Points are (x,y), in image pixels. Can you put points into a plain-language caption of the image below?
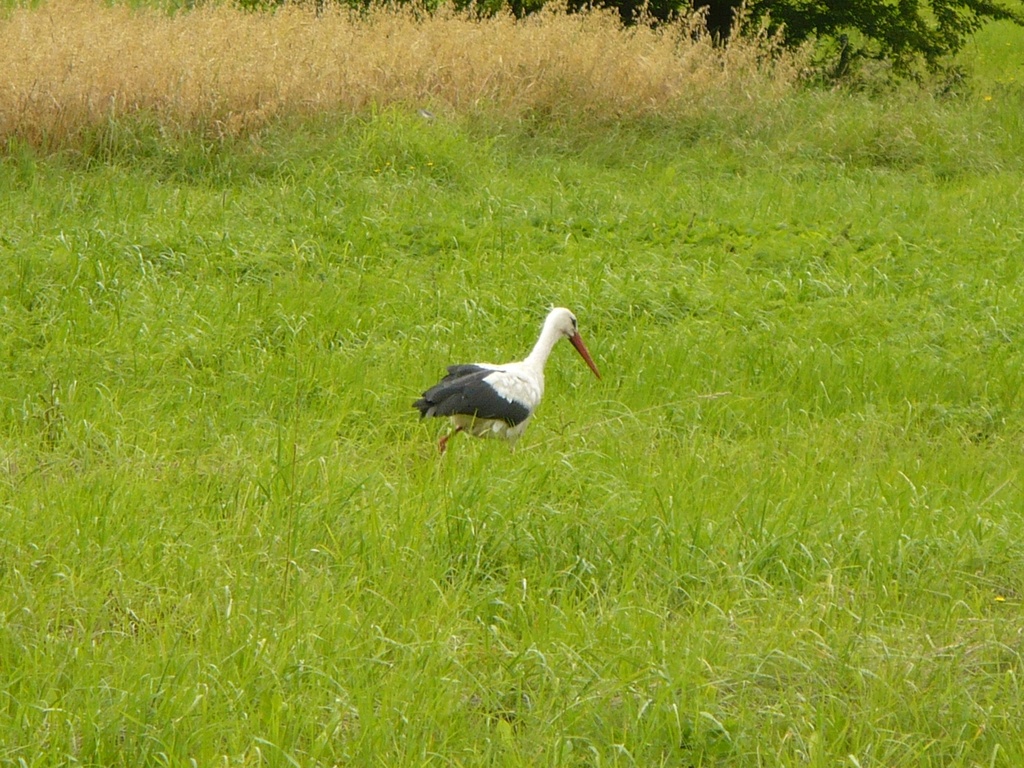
This picture is clicked outside the city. In the center (570,324) there is a bird (549,353) seems to be running on the ground (732,342) and we can see the green grass (517,239). In the background (669,30) we can see the dry grass (302,84).
